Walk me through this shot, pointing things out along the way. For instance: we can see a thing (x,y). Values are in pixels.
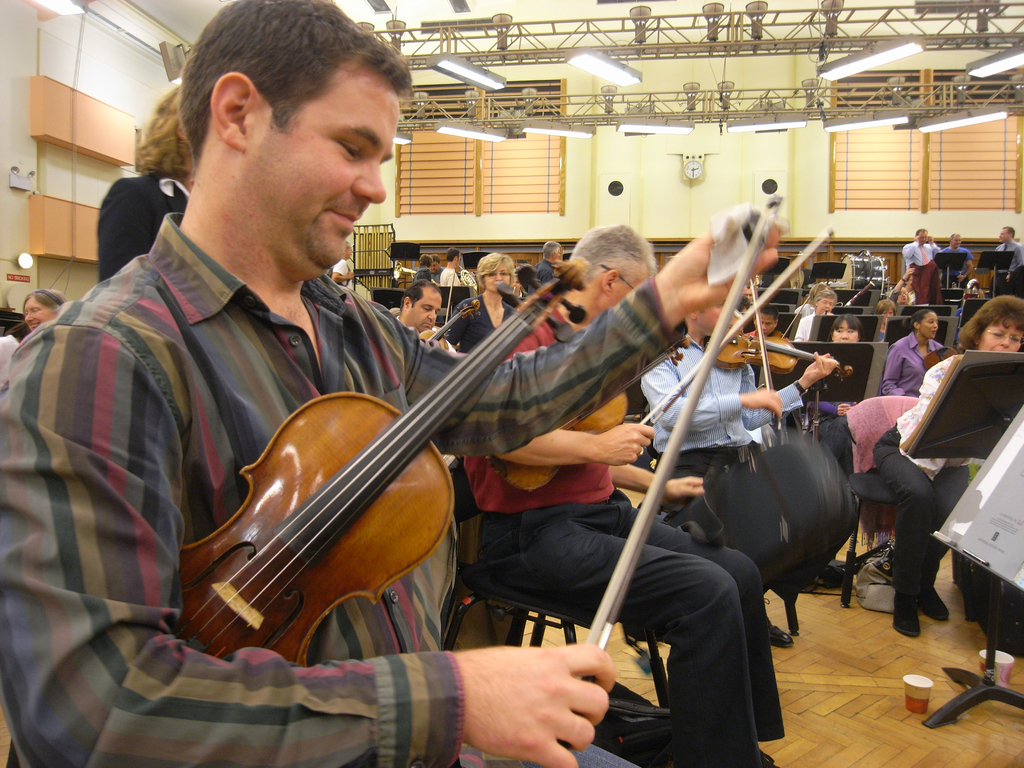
In this image there are group of people (233,226) who are sitting and they are holding a violin (807,357) and some of them are playing a violin (368,409) in front of them there is one board (957,424) and some papers (931,417) on the board (858,377). On the background (751,167) there is one wall (625,167). On the right side (853,152) and left side there are two windows (891,160) and on the top of the image (887,59) there are some lights (880,47) and on the top of the left corner (58,49) there is one wall (88,75) and one wooden box (88,126) and rope (76,88) are there.
